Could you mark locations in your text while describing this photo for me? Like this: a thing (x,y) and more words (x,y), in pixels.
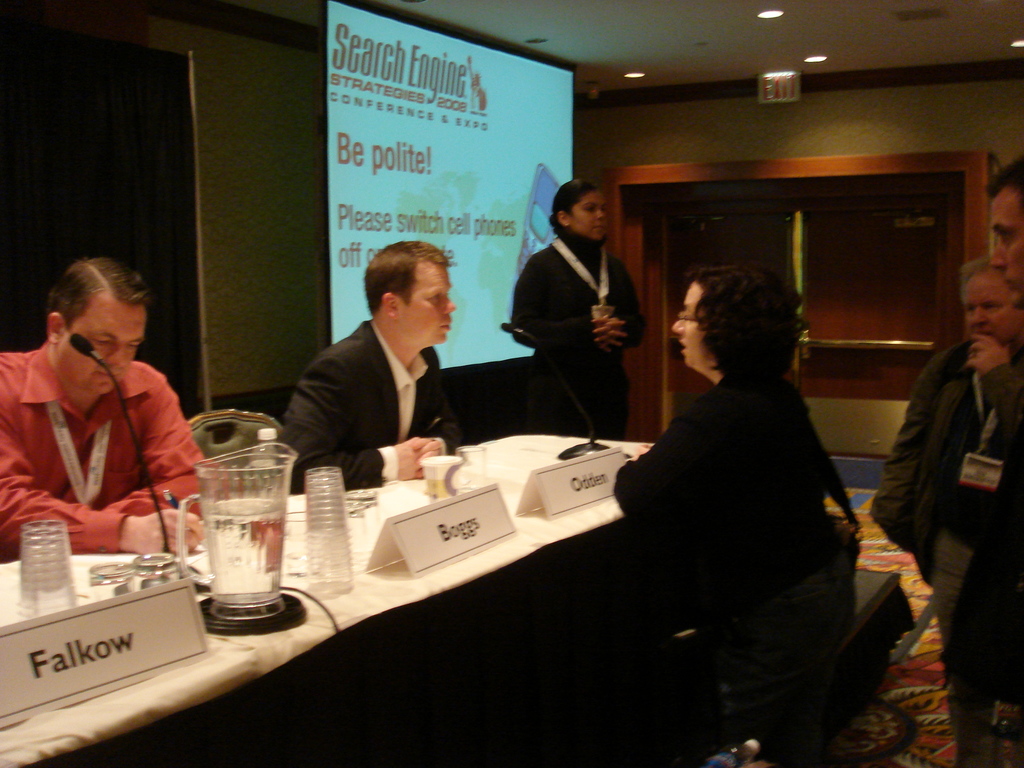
In this picture we can see a group of people (785,638), some people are sitting, some people (768,645) are standing, here we can see a table (447,671), name boards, mics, screen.
